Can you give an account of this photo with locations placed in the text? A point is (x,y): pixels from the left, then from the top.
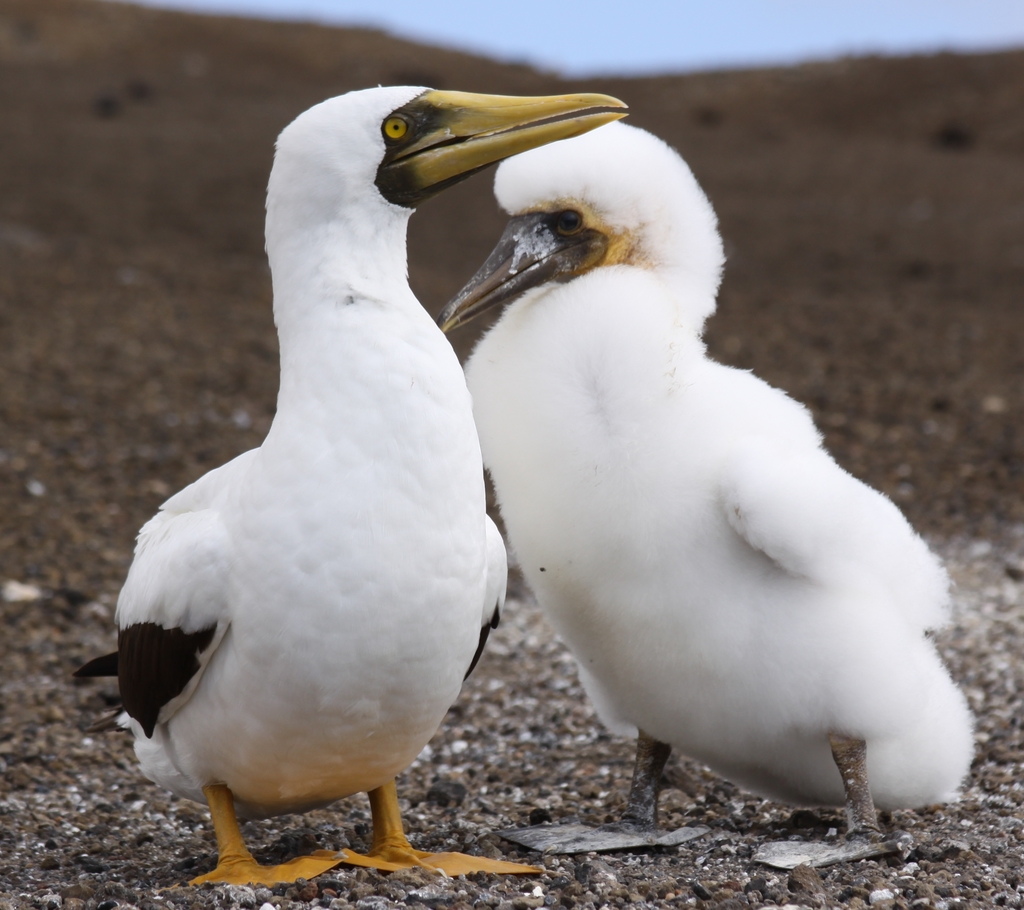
In this picture we can see two sea birds (473,563) standing here, at the bottom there is soil (856,369), we can see the sky (682,38) at the top of the picture (660,28).
